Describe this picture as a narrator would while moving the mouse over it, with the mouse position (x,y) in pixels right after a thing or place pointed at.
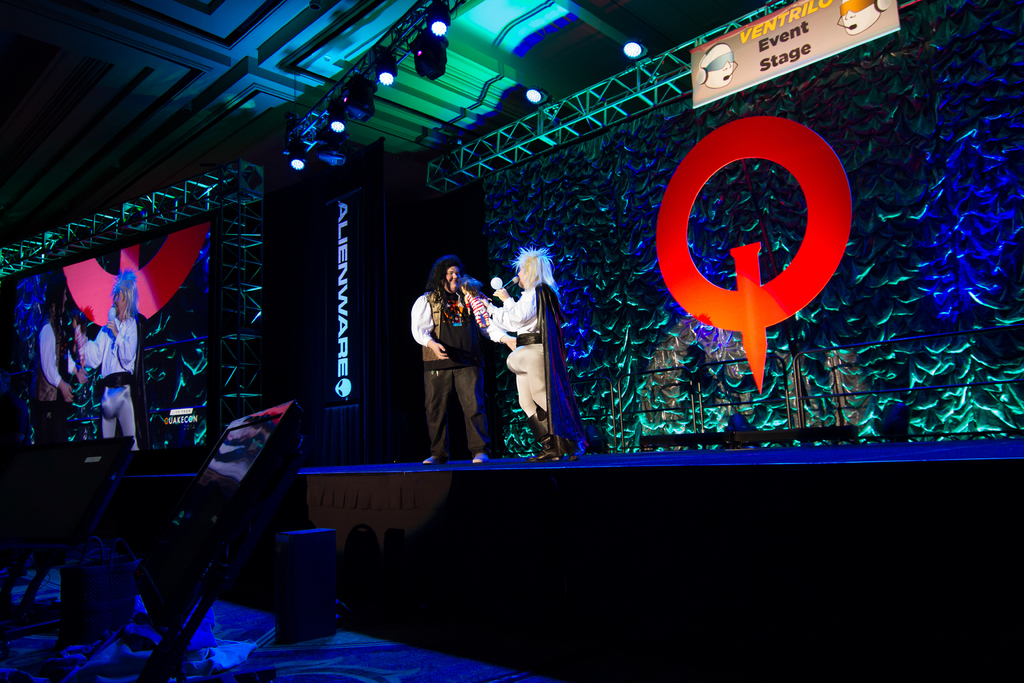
In the image we can see there are people (446,407) standing on the stage (609,483) and there are speaker boxes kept on the ground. On the other side on the stage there is a projector screen (169,328) and people (139,359) are standing on the stage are seen. There are lightings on the top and there is a hoarding (763,45) on the iron poles (622,95) on which its written ¨Event Stage¨.
